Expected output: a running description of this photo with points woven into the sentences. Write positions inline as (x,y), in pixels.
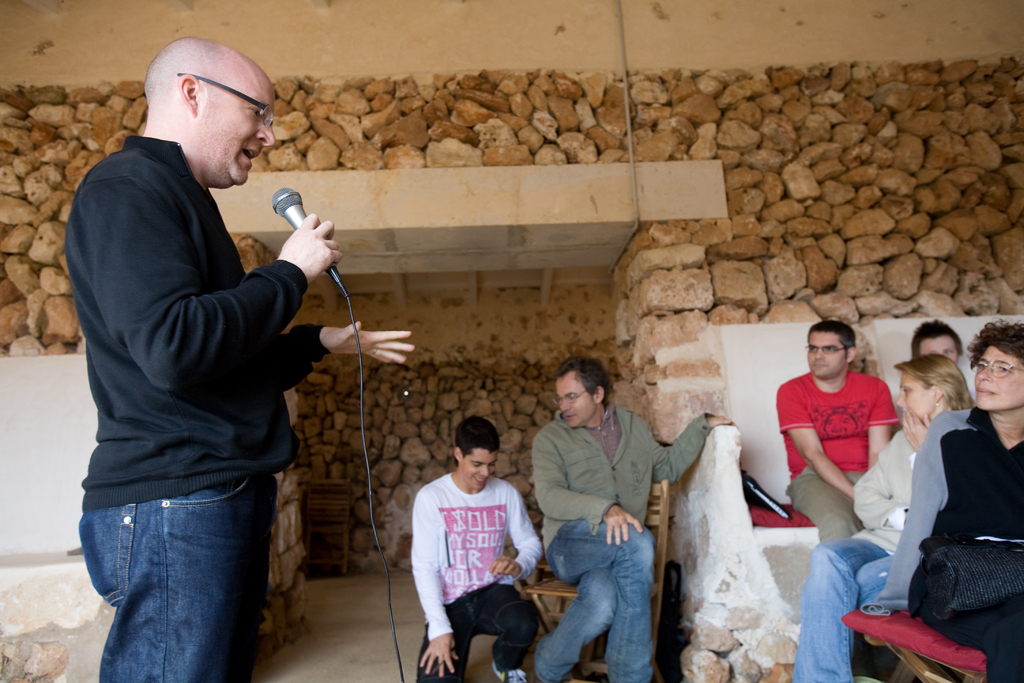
In this picture there is a man (246,405) on the left side of the image (207,304), by holding a mic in his hand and there are other people (917,397) on the right side of the image (998,390) and there are stones (943,116) in the background area of the image (614,291).
